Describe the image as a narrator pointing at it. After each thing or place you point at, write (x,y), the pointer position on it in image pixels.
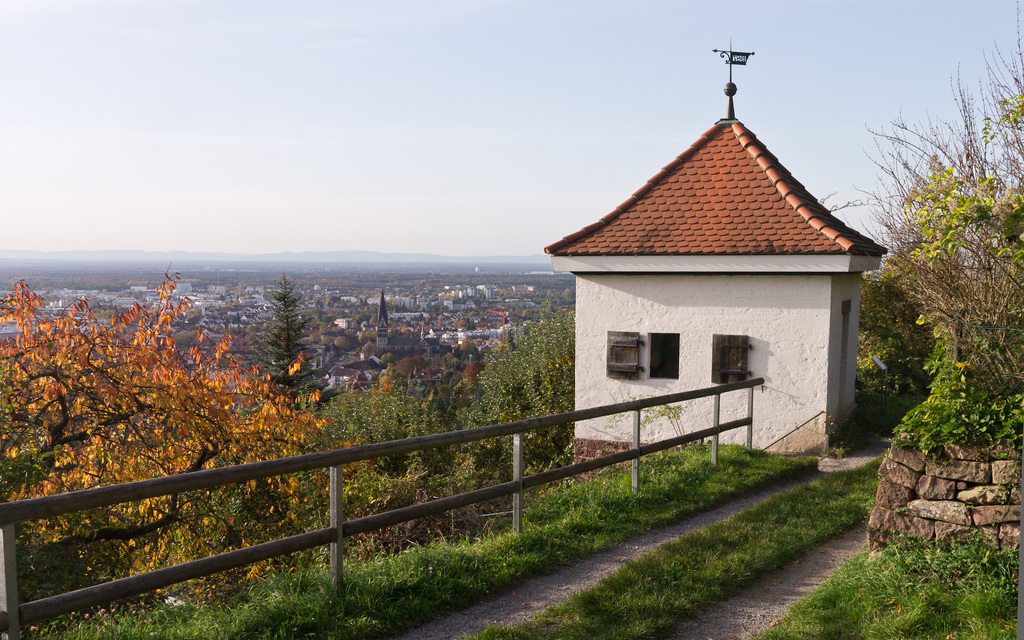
In this image we can see a shed (714,194), railing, stones (924,460), grass (818,486), plants (900,358), trees (303,400), buildings (271,305) and sky (196,141).
